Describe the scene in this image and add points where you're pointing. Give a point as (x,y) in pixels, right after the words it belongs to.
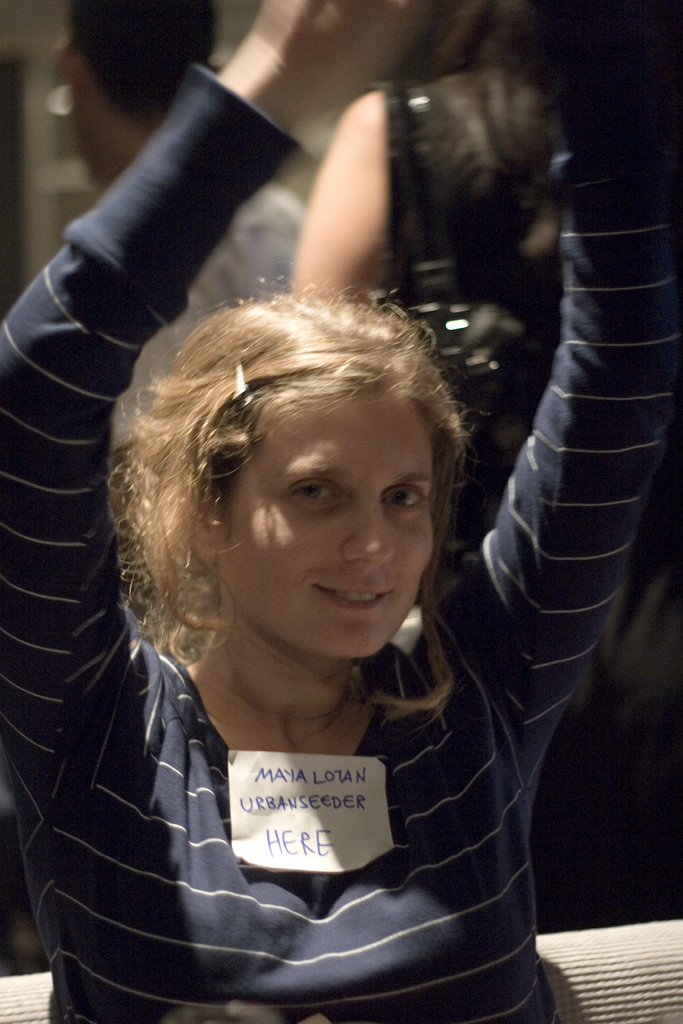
In the image we can see there is a woman (302,715) sitting and there is a piece of paper (331,787) on her shirt (221,818).
